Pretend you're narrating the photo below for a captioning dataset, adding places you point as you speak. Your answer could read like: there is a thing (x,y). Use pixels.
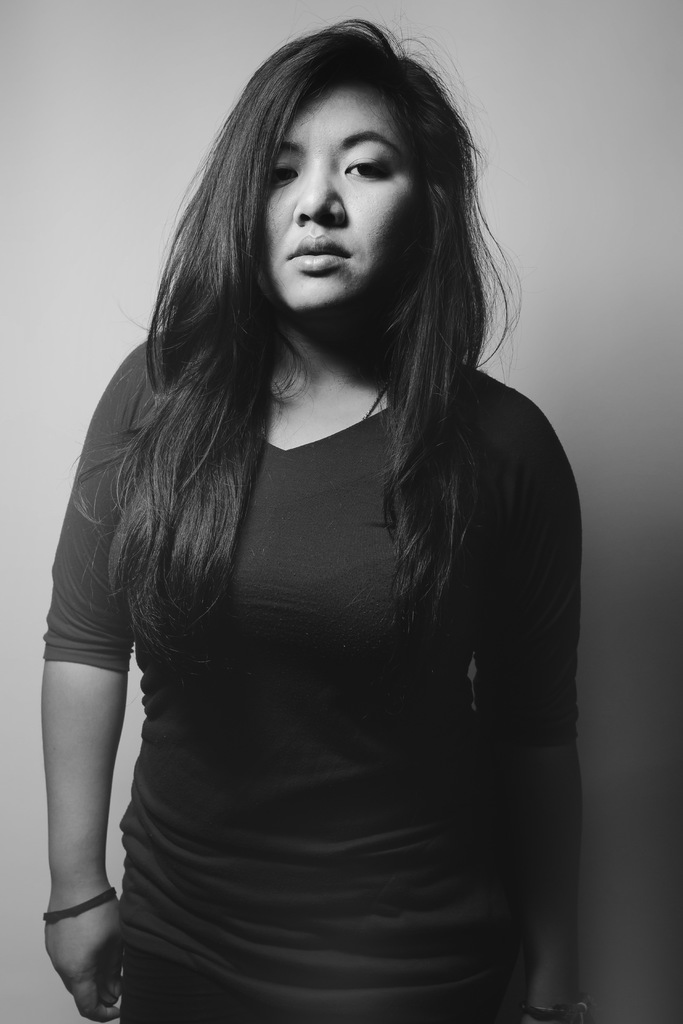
In this image, in the foreground (325,30) we can see a person (546,793) standing and in the background (588,86) I can see the color.
